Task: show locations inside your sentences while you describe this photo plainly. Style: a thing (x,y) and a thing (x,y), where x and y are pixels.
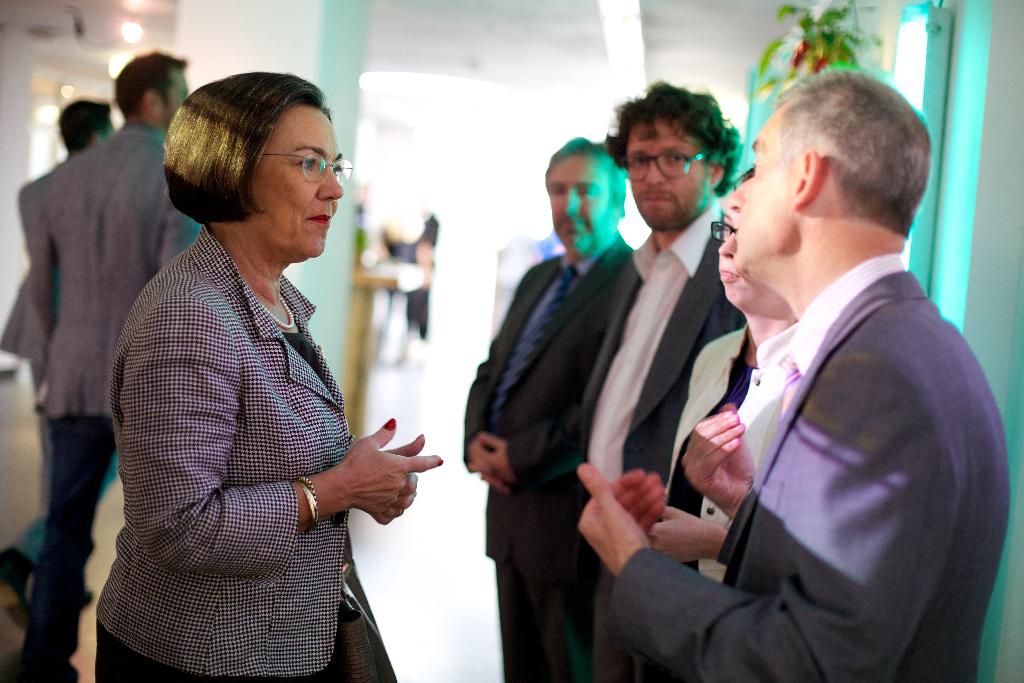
In this image there are a few people (651,433) standing and walking on the floor (437,381). On the right side of the image (848,22) there is a plant (845,34) hanging on the wall (969,112). In the background (125,94) there is a pillar (340,81), behind the pillar (288,274) there is a table (385,273), there are a few people (419,244) standing and a wall (465,163).
